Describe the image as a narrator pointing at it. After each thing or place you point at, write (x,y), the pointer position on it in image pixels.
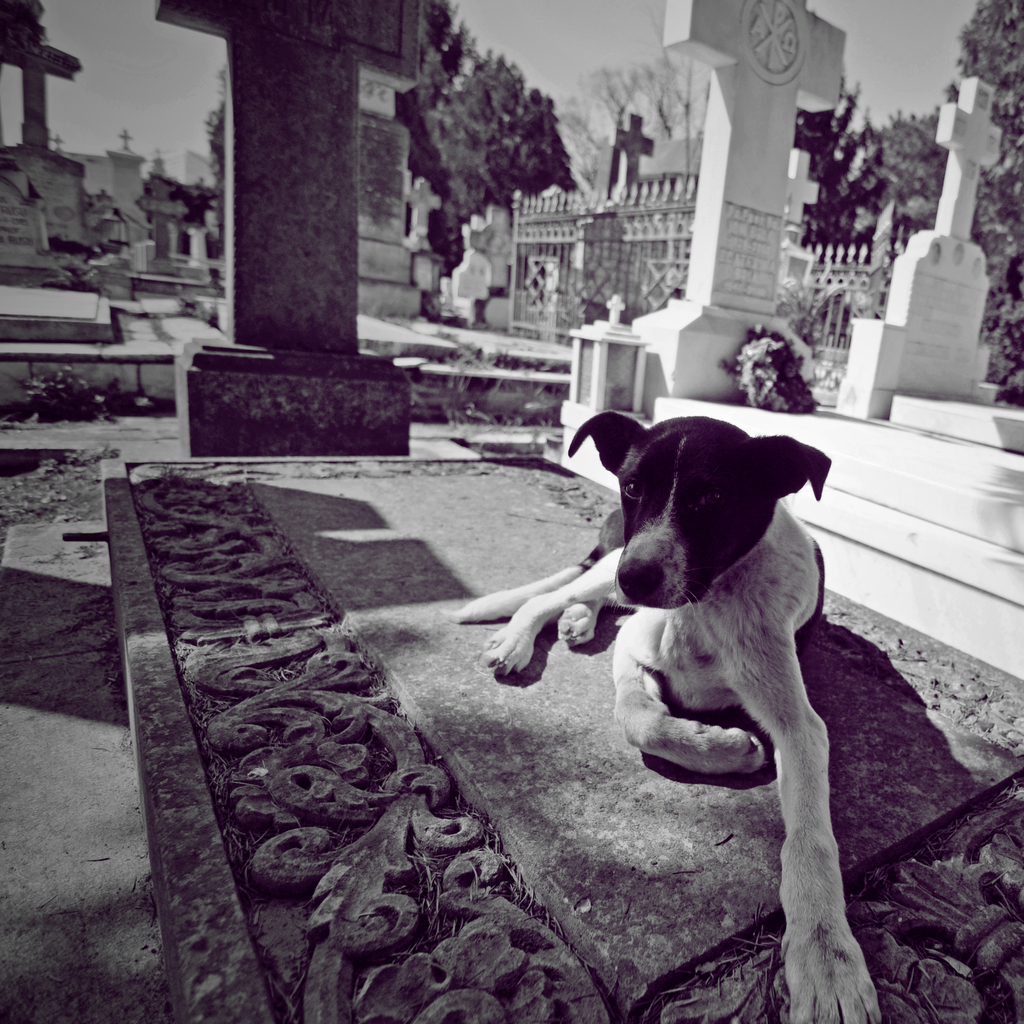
In this image I can see the dog (645,487), background (273,55) I can see few cemeteries (640,383), trees (834,117) and the image is in black and white.
